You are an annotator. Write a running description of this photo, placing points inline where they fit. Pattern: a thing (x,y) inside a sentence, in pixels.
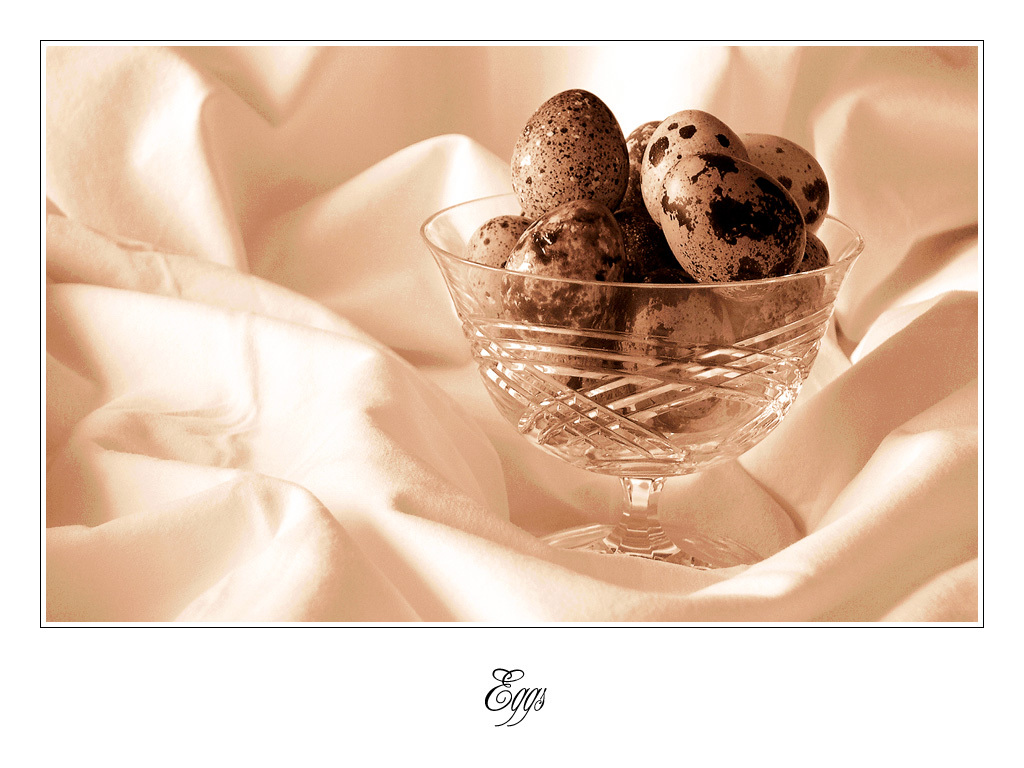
In this image there is a bowl (671,309), eggs (672,237) and white cloth (379,279). Eggs (753,244) are in a bowl (734,364). Bowl (731,333) is kept on the white cloth (221,351). Something is written at the bottom of the image (534,691).
